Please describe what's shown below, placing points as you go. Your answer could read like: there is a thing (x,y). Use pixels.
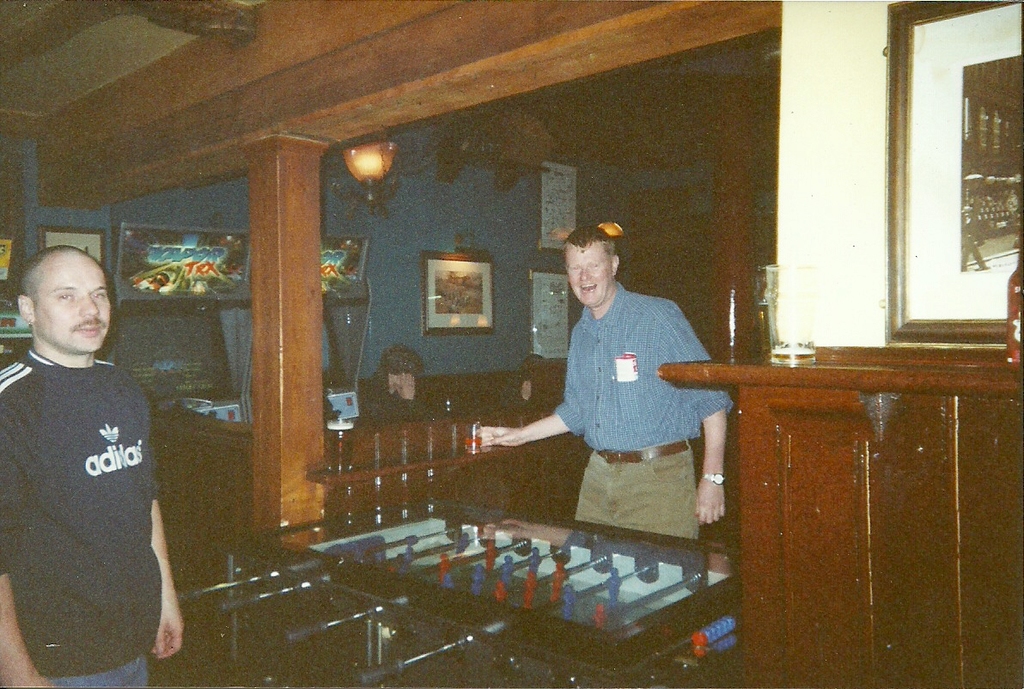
They both are standing. On the right side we have a blue color shirt person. He's wearing a watch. We can see in the background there is a cupboard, pillar (288,463), photo albums (540,324) and lights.
